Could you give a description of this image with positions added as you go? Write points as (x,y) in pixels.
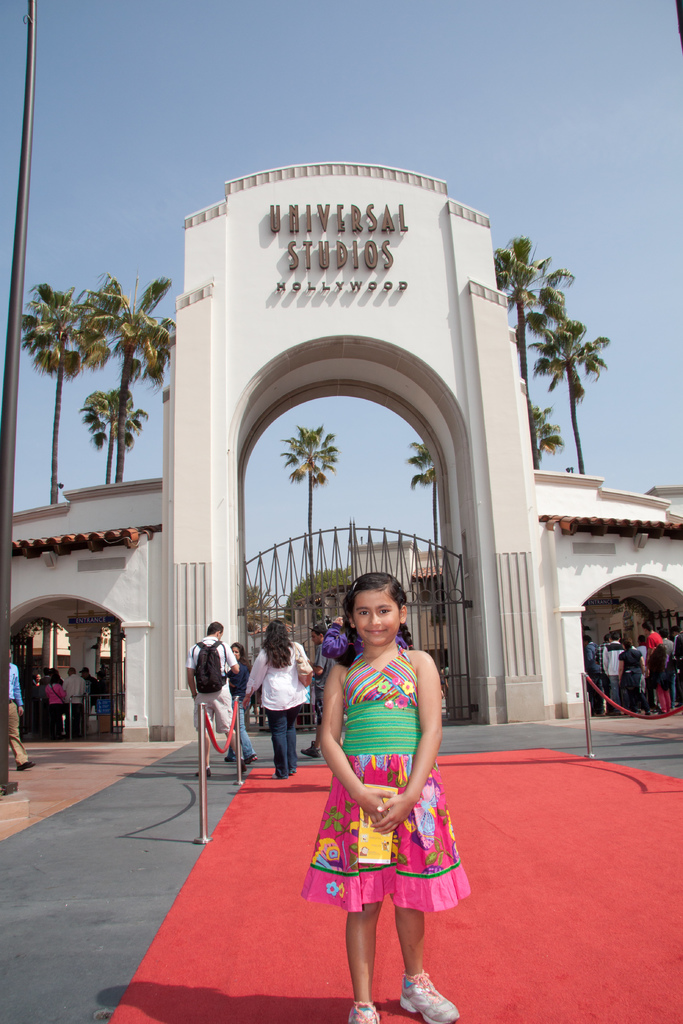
There is one girl (399,843) standing on a red carpet (490,906) at the bottom of this image (287,961). There are some persons (280,671) standing on the left side of this image (221,666) and right side of this image (628,691) as well. There is a wall (198,289) and a gate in the background (257,303). There is a sky (351,115) at the top of this image (282,119).
